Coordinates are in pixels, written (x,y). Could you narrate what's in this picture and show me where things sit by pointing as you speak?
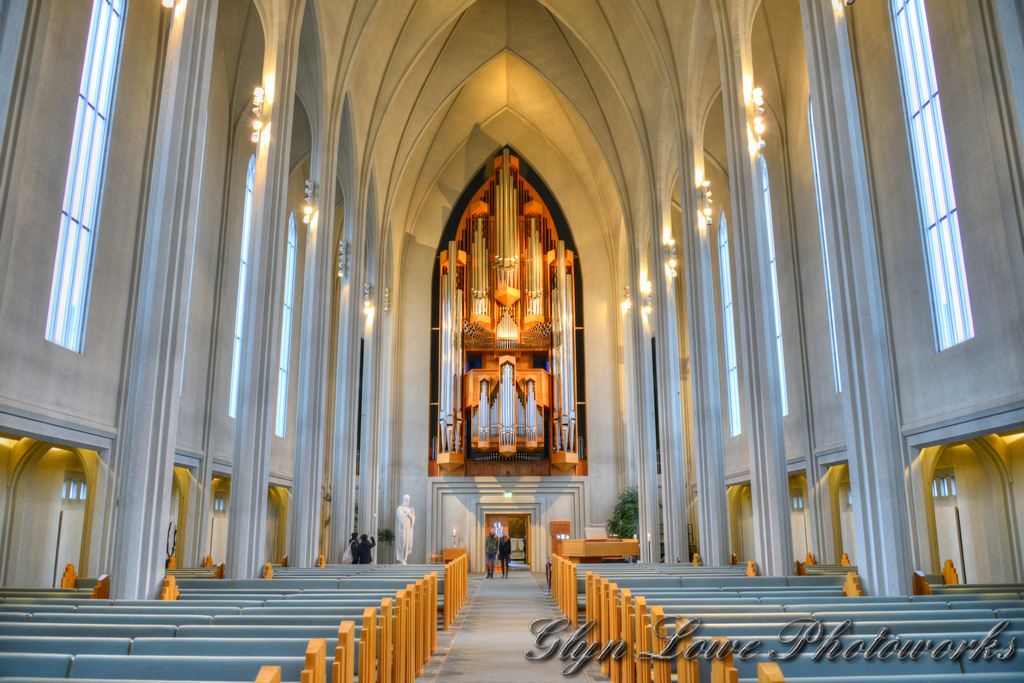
In the picture I can see the cathedral construction (521,490). I can see the benches (273,652) on the left side (324,631) and the right side (701,659) as well. I can see the walkway (514,656) in the middle of the image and I can see two persons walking on the walkway (529,582). I can see two persons (365,554) on the left side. I can see the glass windows (249,231) and lighting arrangement (370,285) on the left side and the right side (768,230) as well.
